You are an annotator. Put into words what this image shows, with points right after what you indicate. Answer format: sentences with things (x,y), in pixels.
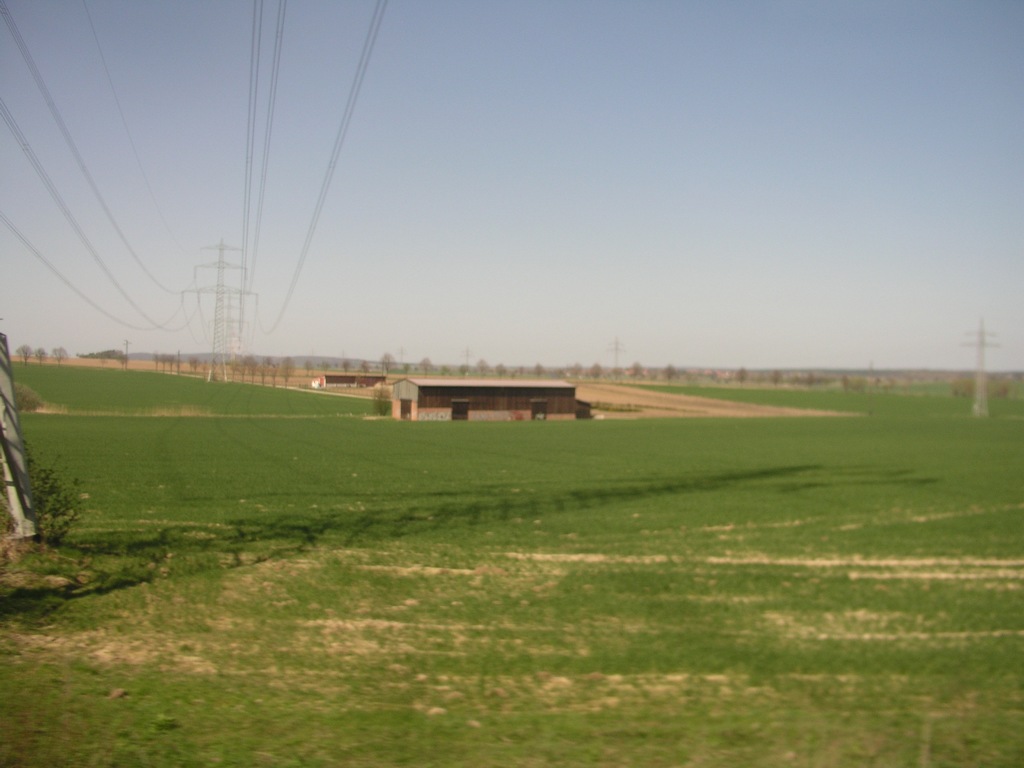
In this picture I can see buildings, trees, towers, cables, and in the background (667,148) there is the sky (539,155).
